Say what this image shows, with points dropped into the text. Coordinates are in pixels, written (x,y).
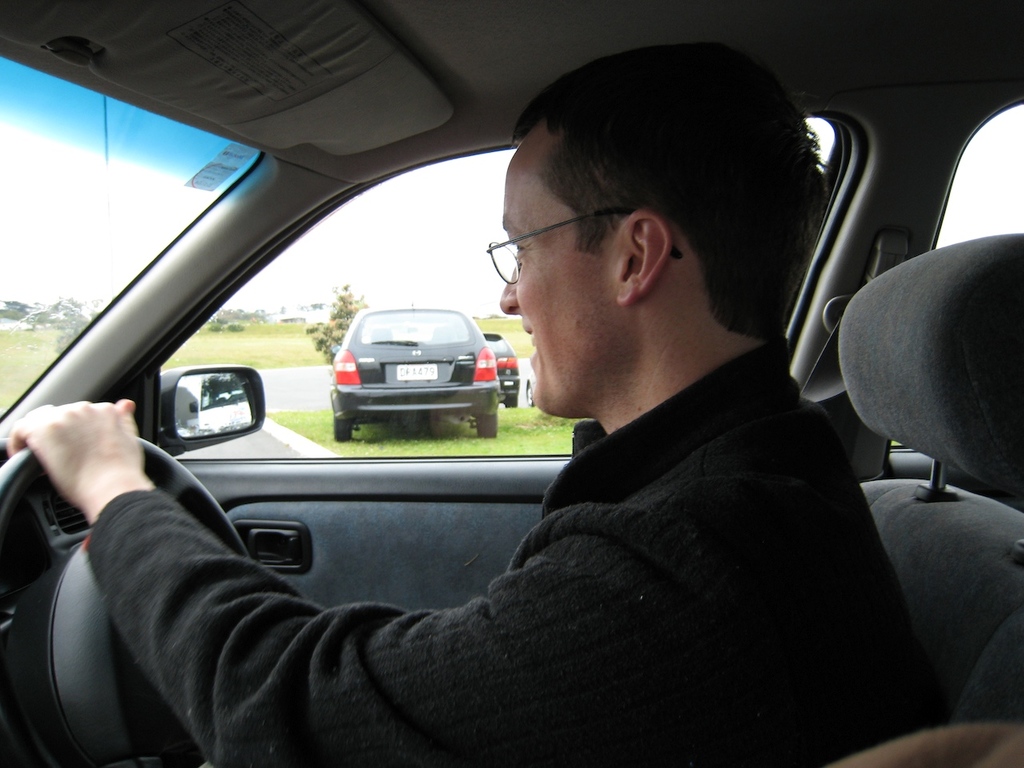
This is an image clicked inside the car (4,750). There is a person (511,637) driving the car (179,476) on the road (271,440). In the background (427,350) I can see two more black color cars (466,369). There are some trees (65,320).
